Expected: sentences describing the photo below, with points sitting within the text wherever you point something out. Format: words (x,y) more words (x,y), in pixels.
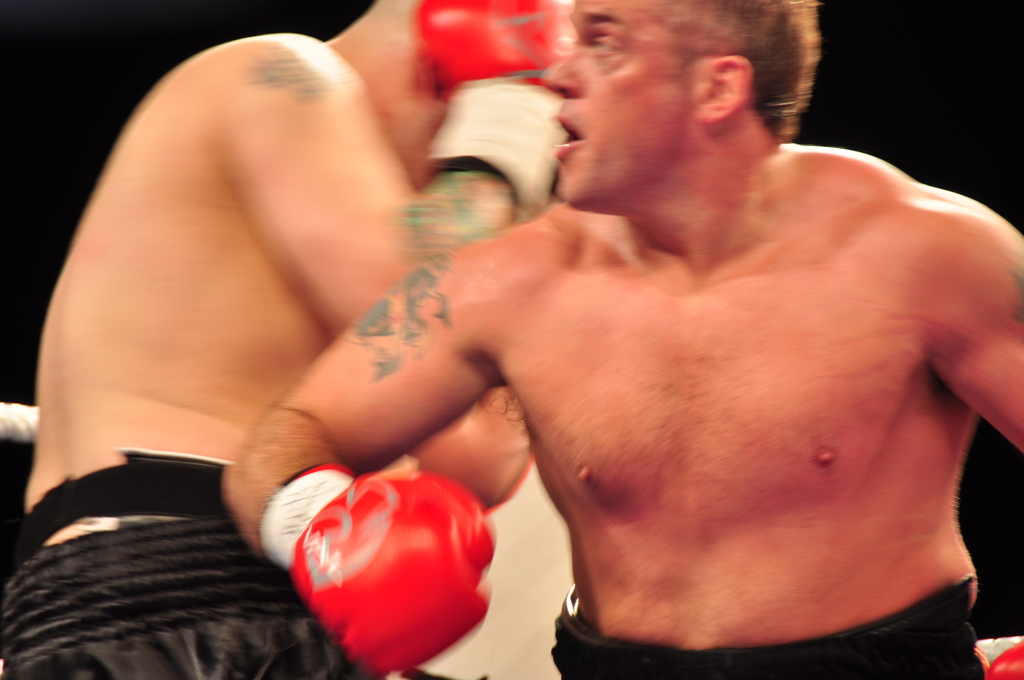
In this image there are two persons (666,294). They are wearing gloves (444,126) in their hands (486,168). This is a rope (21,416). The background (114,91) is dark.
